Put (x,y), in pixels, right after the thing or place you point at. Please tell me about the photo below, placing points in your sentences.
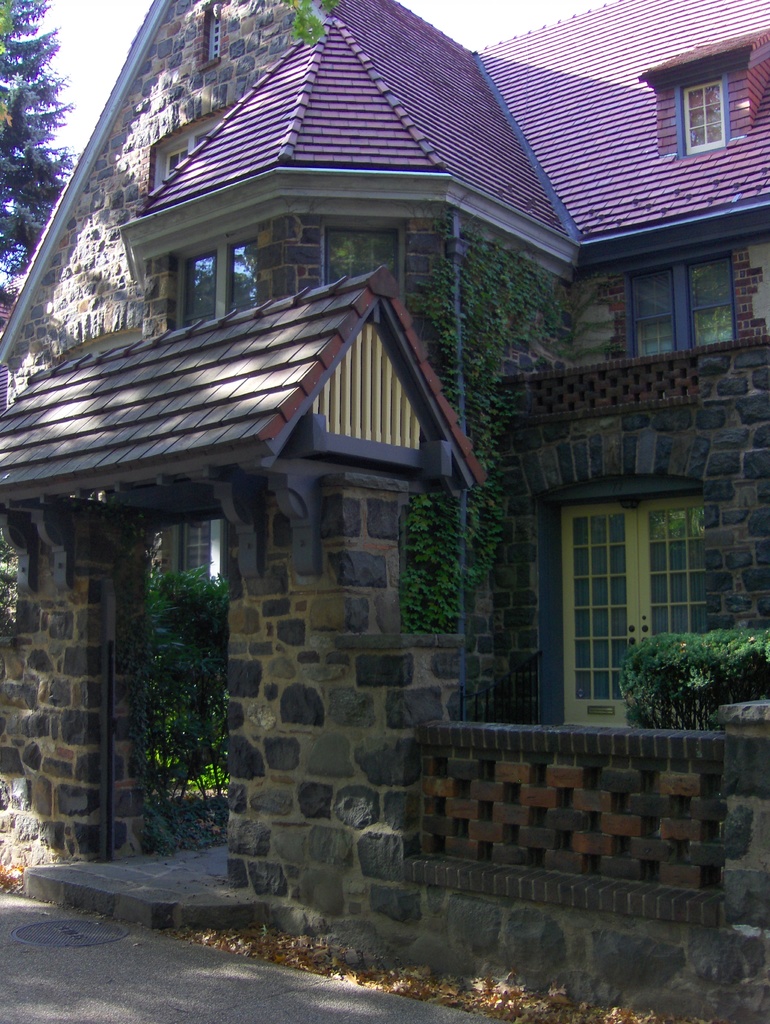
In this picture we can see a building (250,679), few plants (155,673) and trees (25,184).
